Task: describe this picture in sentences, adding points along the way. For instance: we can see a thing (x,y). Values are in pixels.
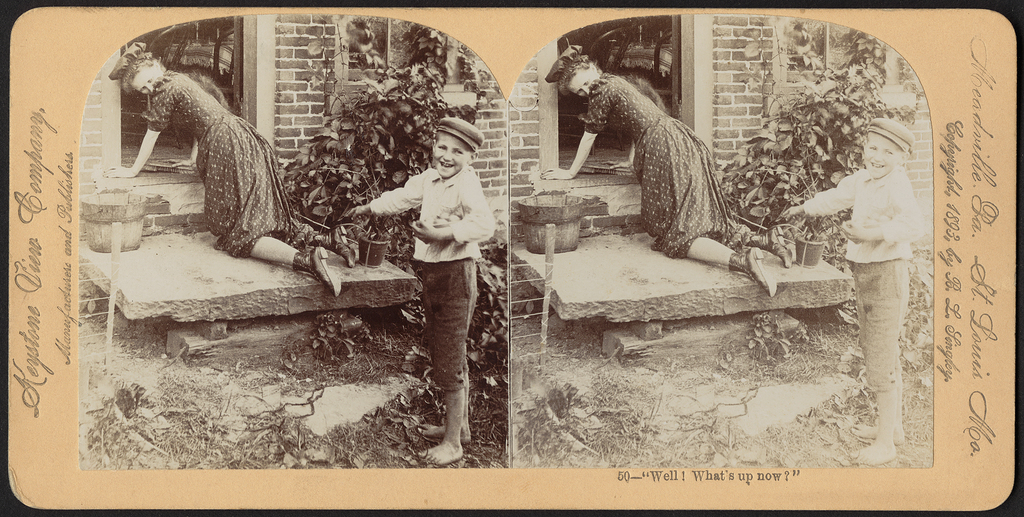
In this image we can see a boy (445,251) and a girl (244,241). A boy (464,200) is standing and a girl (256,237) is sitting on her knees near the door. We can also see a plant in a pot (381,260), wall (315,128), basket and a post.
